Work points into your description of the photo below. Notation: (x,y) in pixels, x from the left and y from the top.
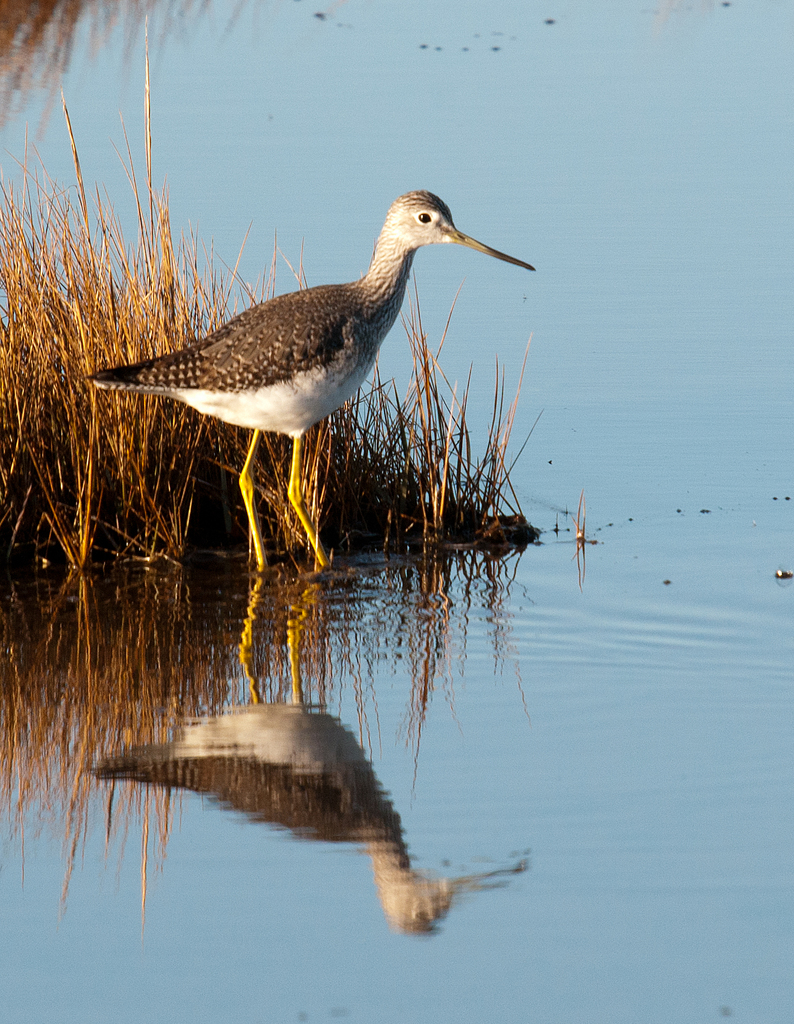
In this image, I can see a greater yellowlegs bird (327,331) standing. This looks like a dried grass (139,334). This is the water (594,459). I can see the reflection (360,771) of the bird (288,423) on the water (302,759).
